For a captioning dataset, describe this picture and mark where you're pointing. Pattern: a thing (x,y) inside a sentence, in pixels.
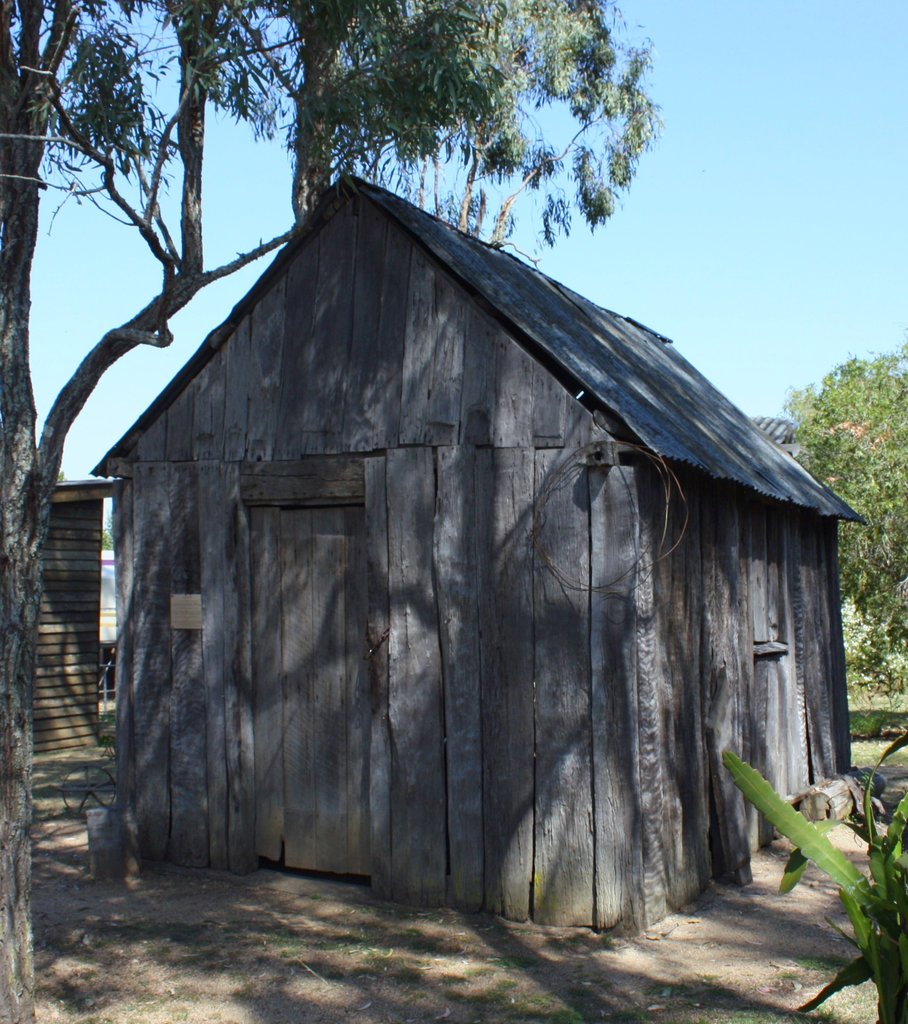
In this image there is the sky (765,146) towards the top of the image (811,158), there is a tree (863,472) towards the right of the image (871,464), there is a tree (87,386) towards the left of the image (13,669), there is a plant (864,890) towards the right of the image (888,892), there is a wooden house (472,544), there is a wall (85,628) towards the left of the image (67,606).
